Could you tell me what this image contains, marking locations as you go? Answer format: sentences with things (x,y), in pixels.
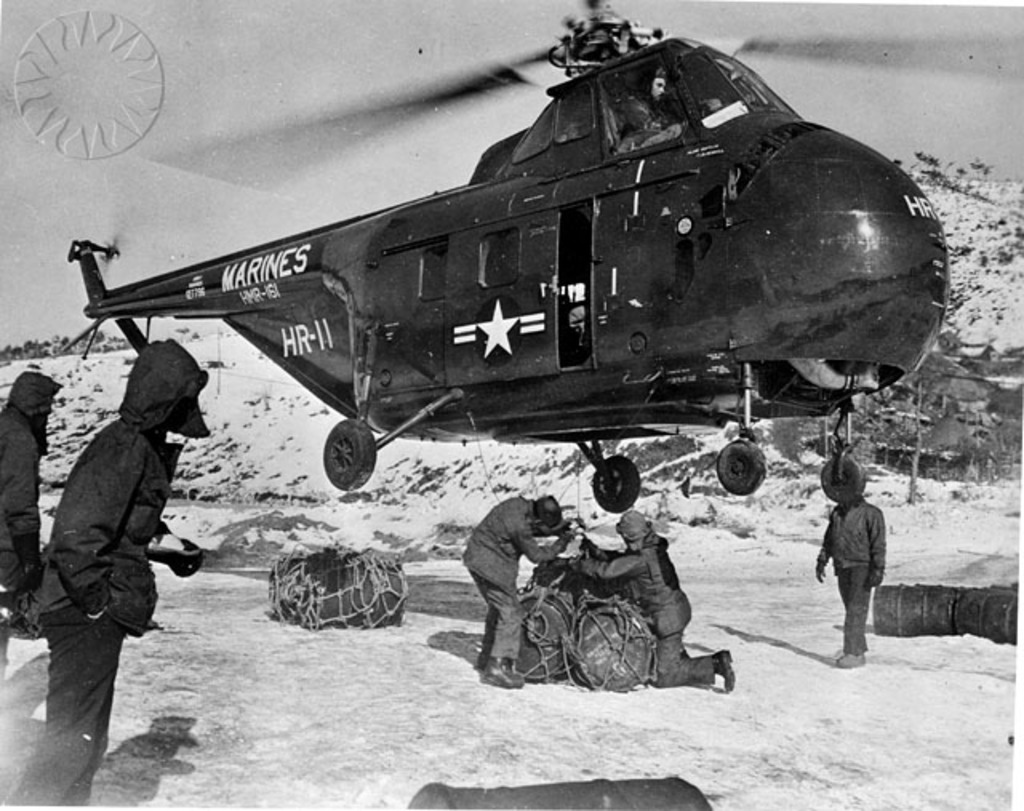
In the center of the image (498,282) a helicopter (560,299) is there. At the bottom of the image (505,557) we can see some persons (501,581) and objects (296,567) are there. In the middle of the image (463,489) snow (243,417) is there. At the top of the image (220,107) sky (251,118) is there.
